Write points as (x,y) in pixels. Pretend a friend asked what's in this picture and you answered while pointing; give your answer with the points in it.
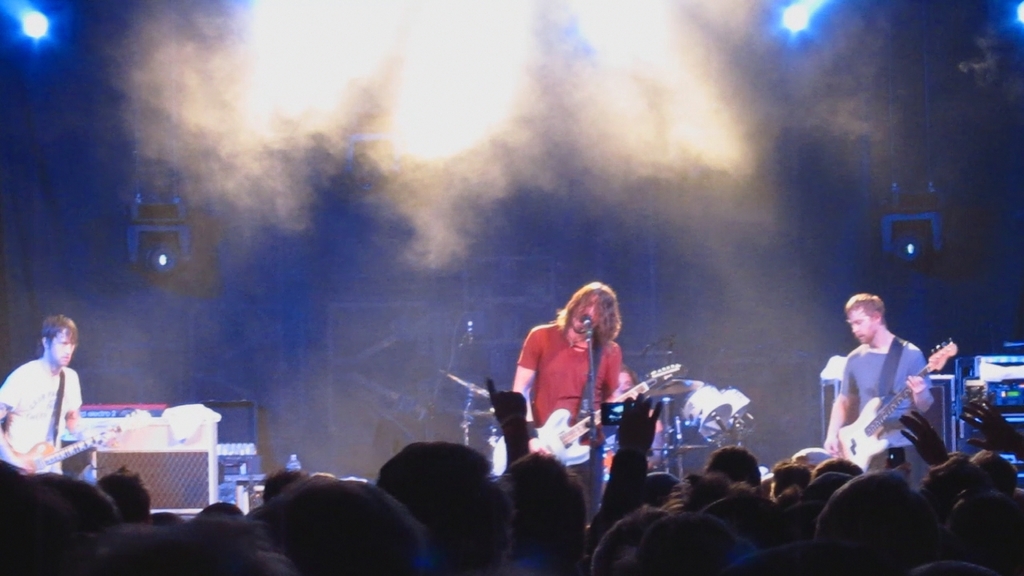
On the stage (155,384) there are three persons (30,377) standing. All the three are playing guitar (586,427). In the middle (571,368) man (563,362) with red t-shirt (564,373) is standing. And in front of him there is a mic (588,334). And to the top (449,56) we can see smoke (408,68). There are some lights (888,232) hanging. And in front of them there are many people (652,520) standing.
